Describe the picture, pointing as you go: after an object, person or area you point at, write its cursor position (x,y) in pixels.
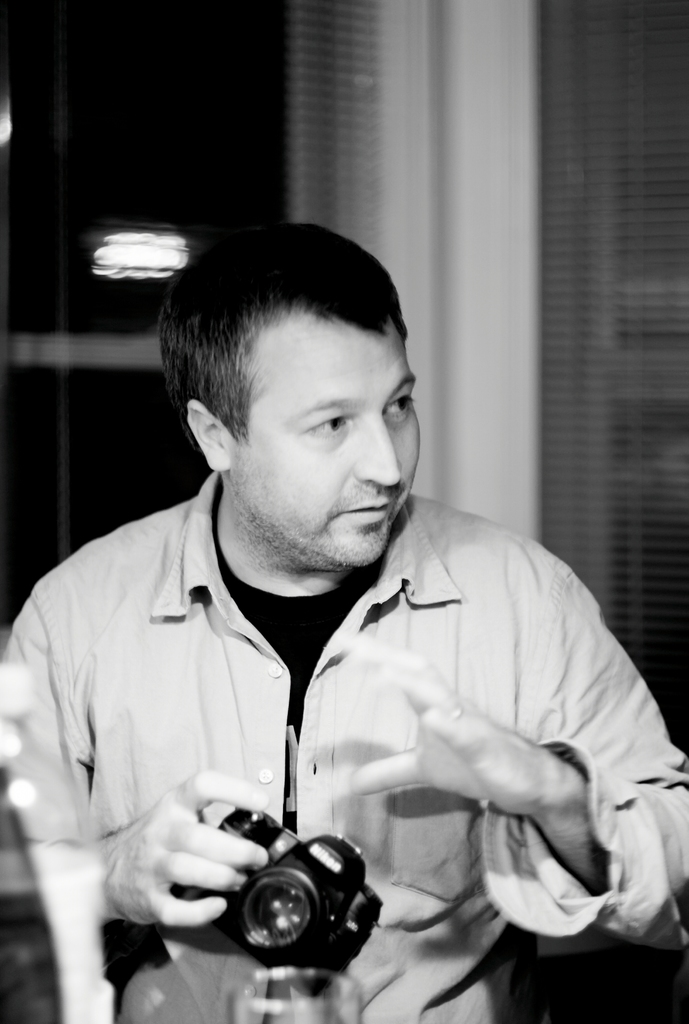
In the middle of the image (267,351) a man (194,791) is standing and holding a camera (277,867). Bottom left side of the image (30,688) there is a water bottle (11,679). Top left side of the image (160,251) there is a light (141,249).
